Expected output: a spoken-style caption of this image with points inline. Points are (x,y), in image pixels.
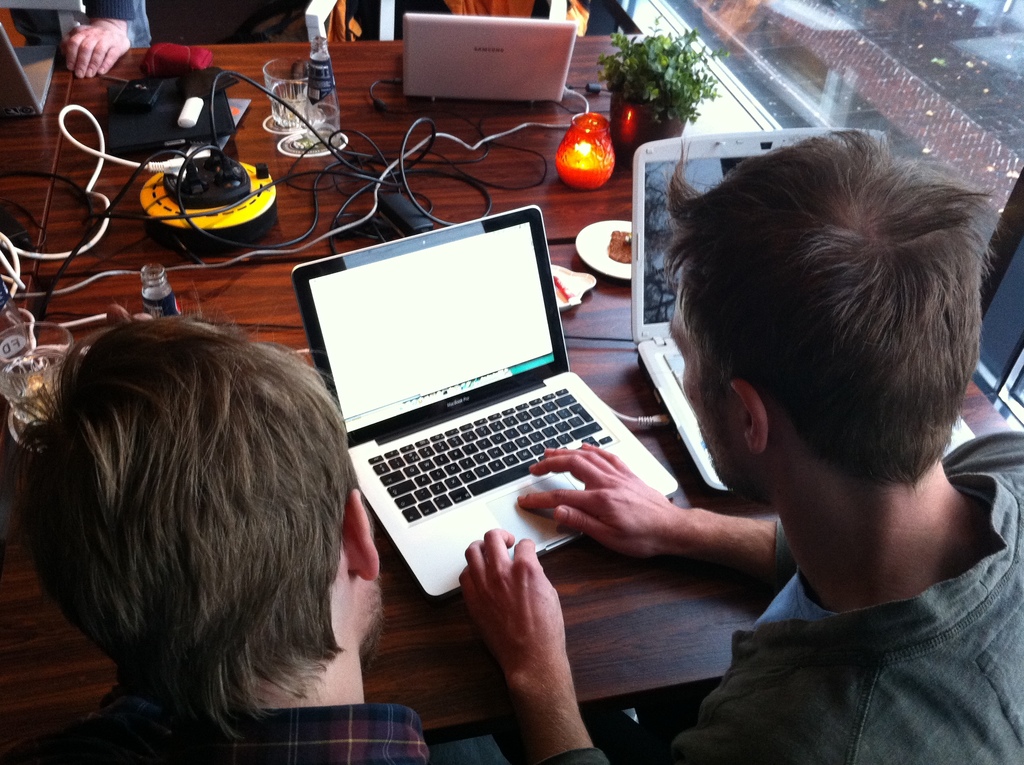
As we can see in the image, there are few people (247,743) sitting on chairs (29,9) and there is a table (39,628) over here. On table (598,280) there are laptops (680,146), plant (680,103), bottle (320,98) and glasses (280,89).
